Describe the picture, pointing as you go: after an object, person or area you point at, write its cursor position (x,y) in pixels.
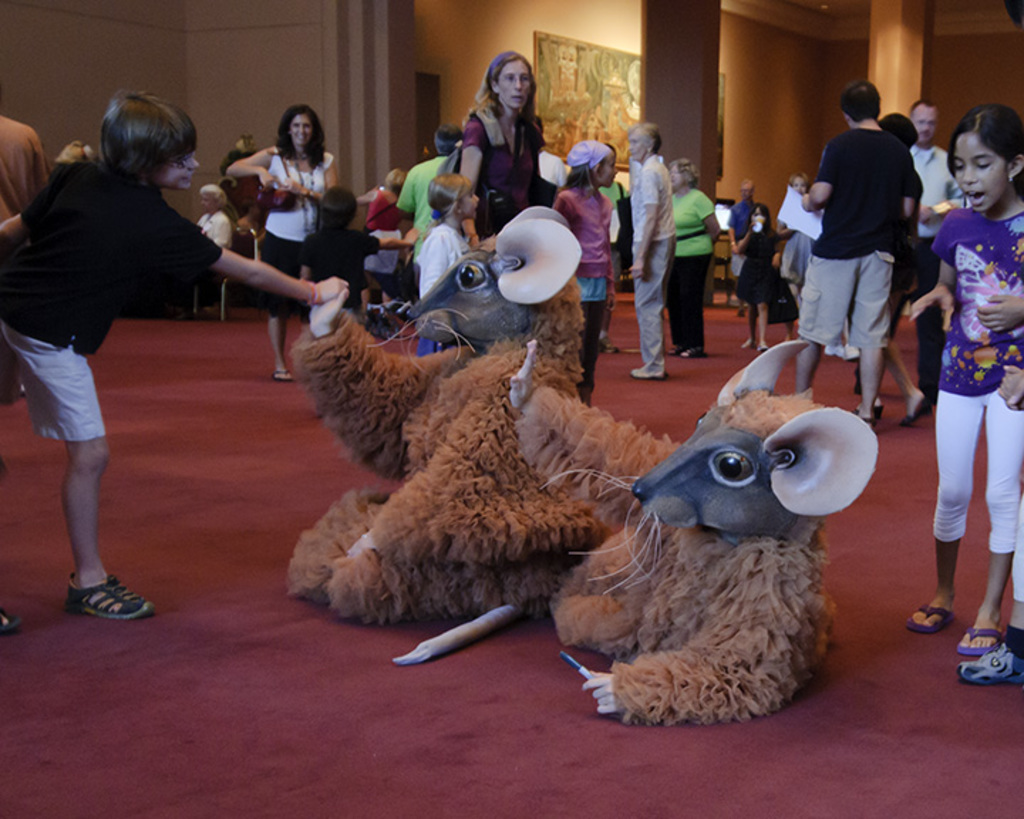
In this image we can see people (428,214) sitting on the chairs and some are standing on the floor (301,451). In the center of the image (404,489) we can see persons (430,525) wearing costumes (476,602) and lying on the floor (469,668). In the background (455,63) there are walls (468,65) and a wall hanging (573,67).
